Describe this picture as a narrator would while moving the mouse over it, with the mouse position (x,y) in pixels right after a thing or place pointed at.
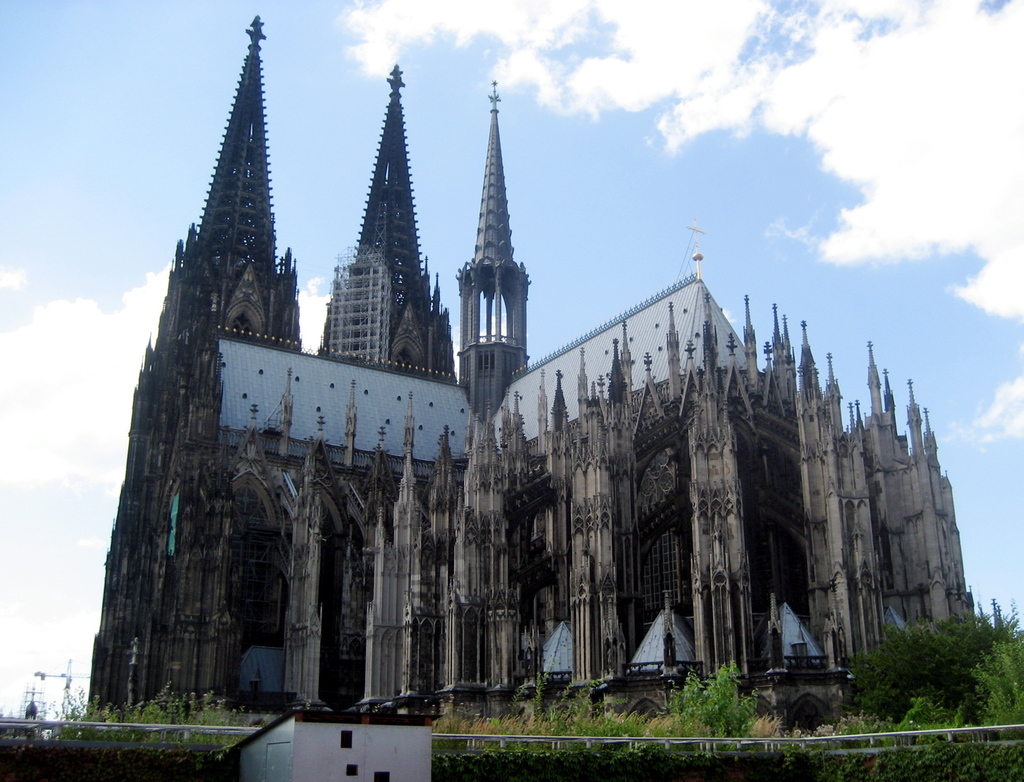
In this image, we can see a building (503,477) and there is a shed (347,742), a fence (65,723), trees (945,704) and poles (68,694). At the top (879,191), there are clouds (875,164) in the sky (852,309).
